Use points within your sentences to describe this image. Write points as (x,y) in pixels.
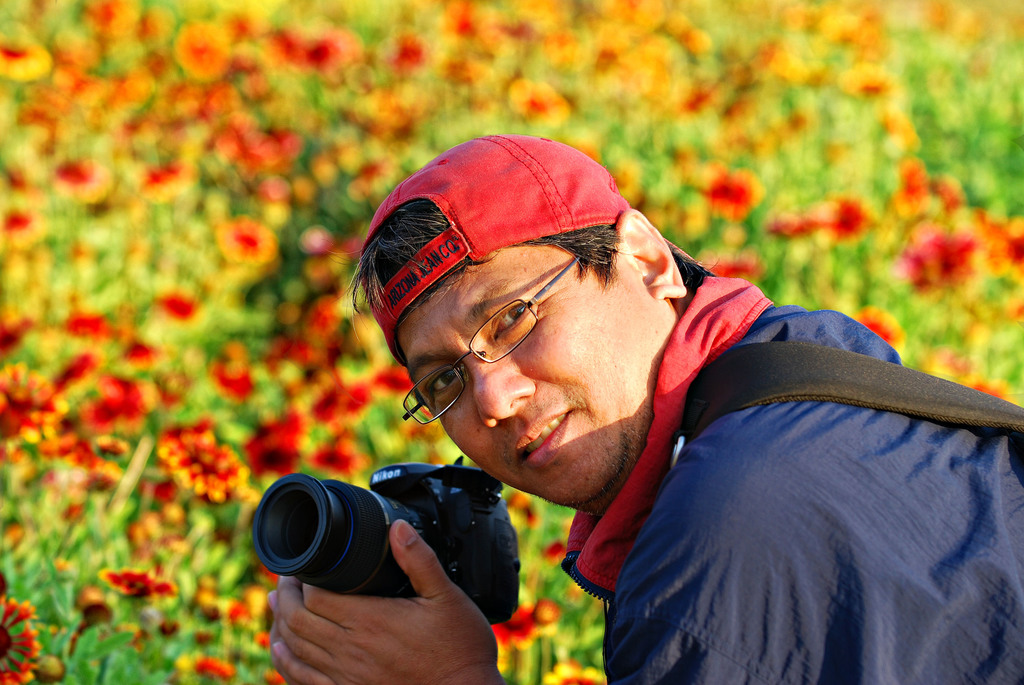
In this image I can see a person (496,254) wearing cap (536,229) and holding the camera (398,474) and this person (446,277) is beside the flower garden (108,421).
